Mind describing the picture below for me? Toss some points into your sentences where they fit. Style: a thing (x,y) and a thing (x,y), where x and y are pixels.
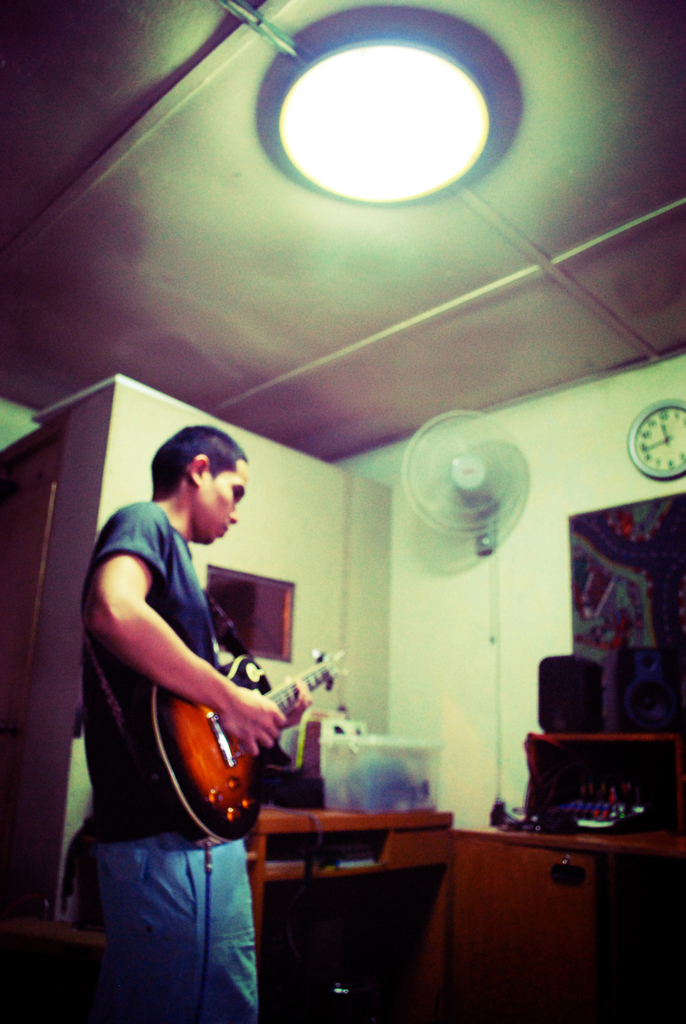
In this picture we can see a man (112,1023) playing guitar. This is the light (398,87) and there is a table (412,847). Here we can see a fan (488,524) on to the wall (449,618) and this is the clock (682,428).
